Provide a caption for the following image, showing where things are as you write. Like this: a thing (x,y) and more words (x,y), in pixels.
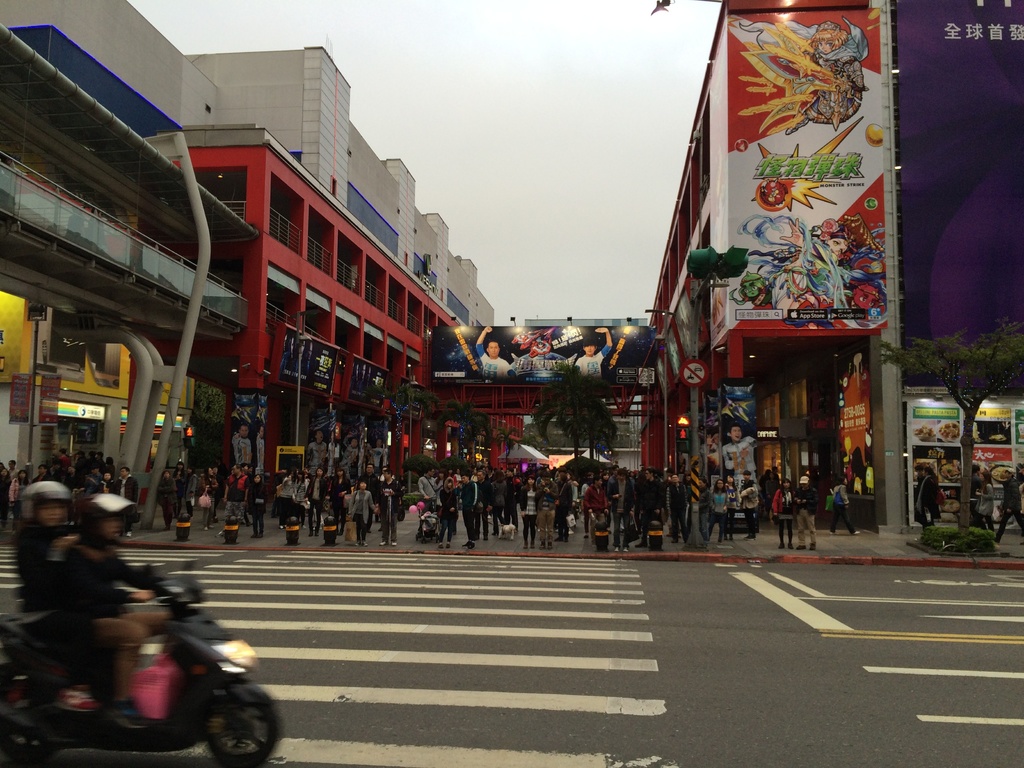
In this picture I can see there are two people (95,673) riding a motorcycle (15,717). In the backdrop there is a building (388,226). There are many people (470,510) standing here.
